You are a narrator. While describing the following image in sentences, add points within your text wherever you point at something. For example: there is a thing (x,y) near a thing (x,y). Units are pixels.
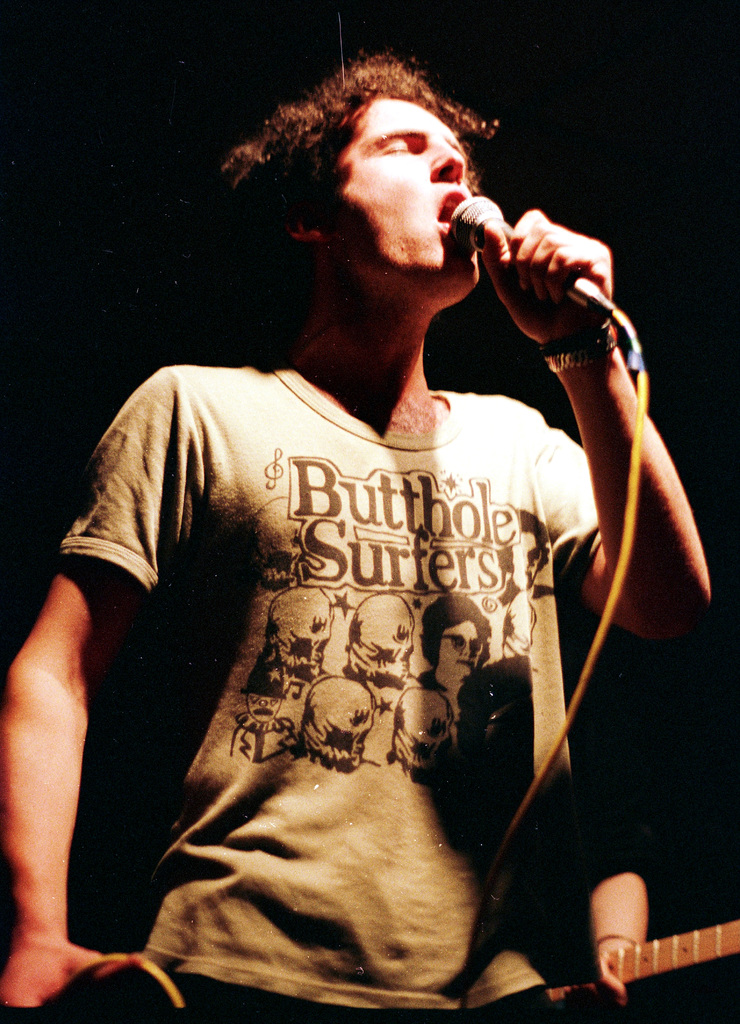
This man (402,483) wore t-shirt (402,483) and holding mic (468,218) and singing in-front of this mic (455,211). Backside of this person (526,898) another person (616,886) is holding a musical instrument (660,957).
